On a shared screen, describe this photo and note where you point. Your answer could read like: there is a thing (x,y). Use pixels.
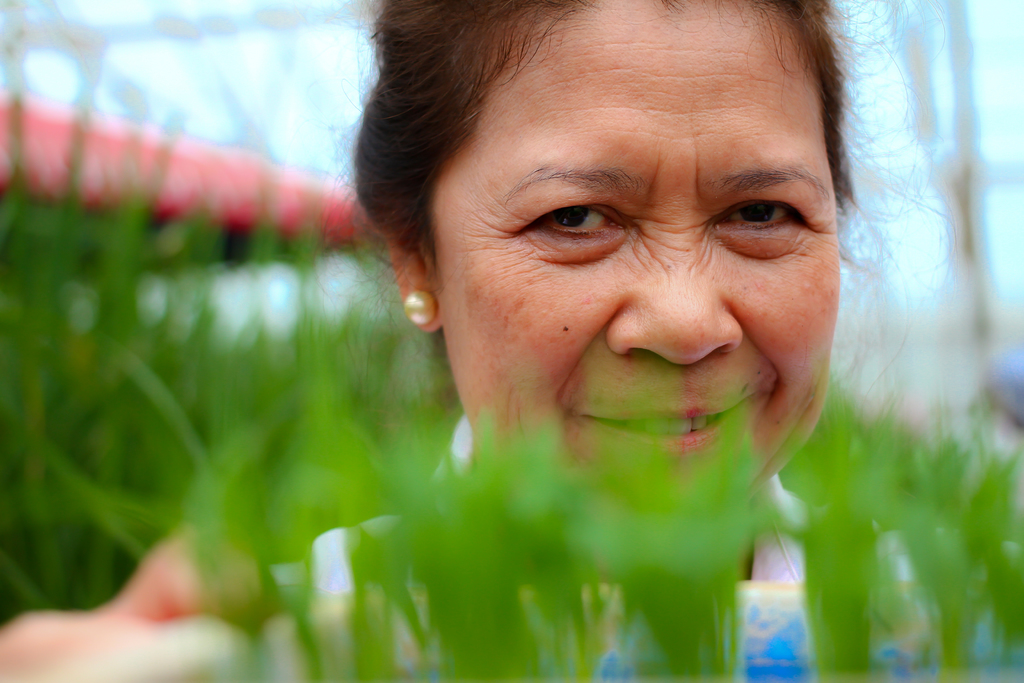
There are plants (873,533) near an object (773,669). In the background (483,413), there is a woman (748,189) smiling, there are plants (303,368), there is a roof (303,228) and there is sky (191,71).
